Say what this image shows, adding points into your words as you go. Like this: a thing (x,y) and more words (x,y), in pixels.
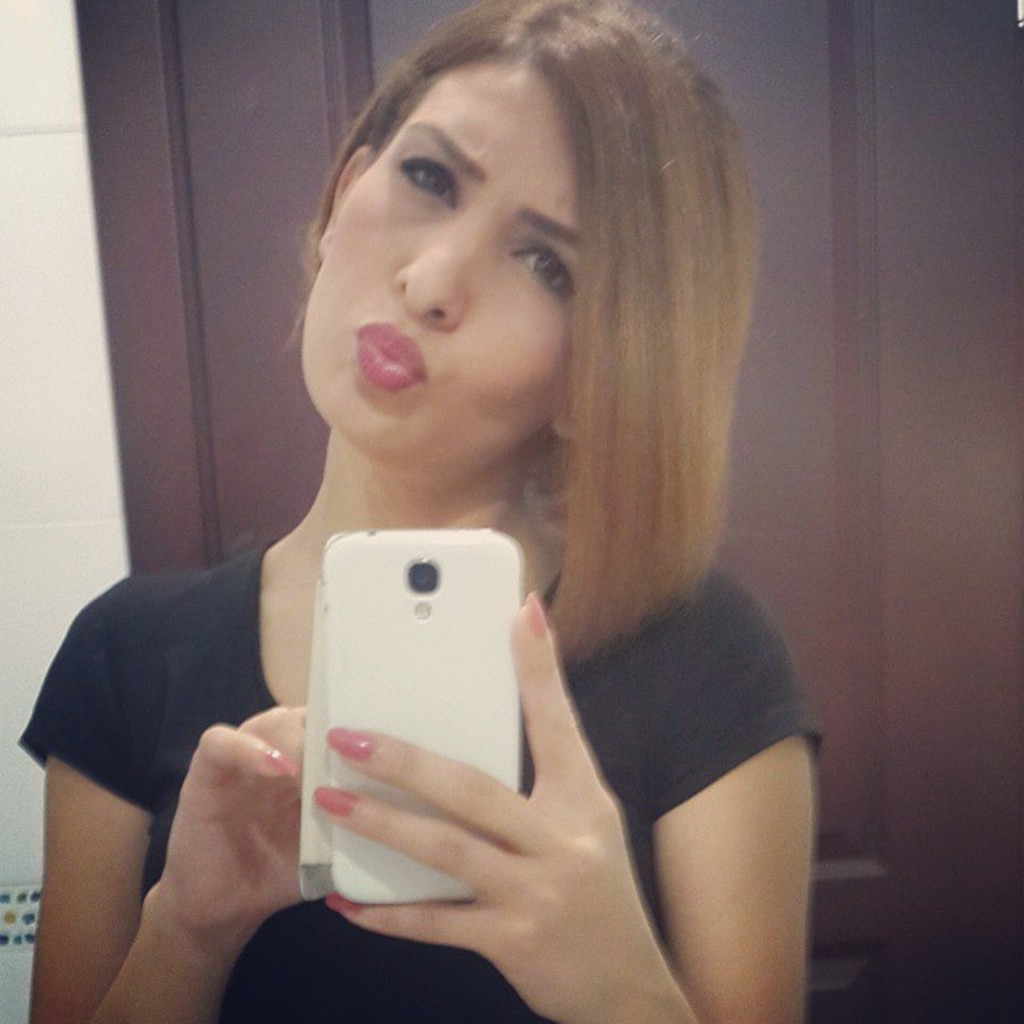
This woman (569,616) is standing and holding a mobile (474,547). This woman (336,746) is giving a still for a picture. This woman (534,670) wore black t-shirt (625,667).
